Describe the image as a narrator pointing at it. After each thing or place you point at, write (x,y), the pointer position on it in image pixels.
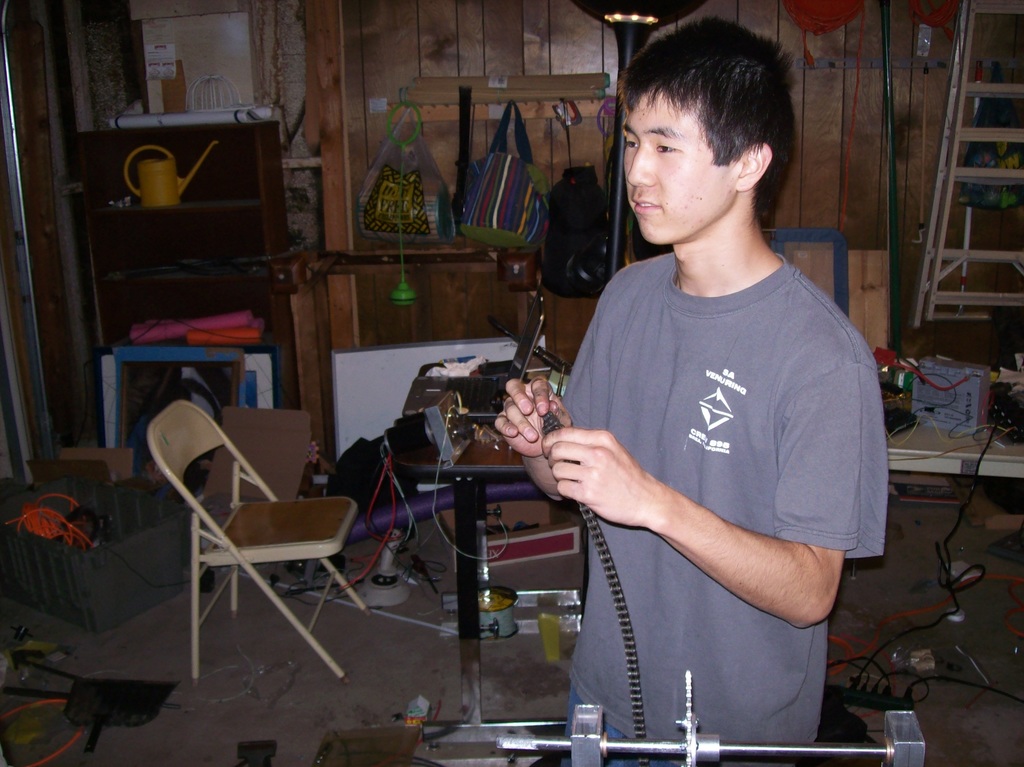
In this image I can see a person (642,632) standing wearing gray color shirt (671,347) holding some object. Background (560,311) I can see few boxes (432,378) and few objects (414,421) on the table (468,479), I can also see a chair (252,480) in cream color and I can see few bags (488,189) hanged to the wooden wall (535,121) and the wall (492,121) is in brown color.
